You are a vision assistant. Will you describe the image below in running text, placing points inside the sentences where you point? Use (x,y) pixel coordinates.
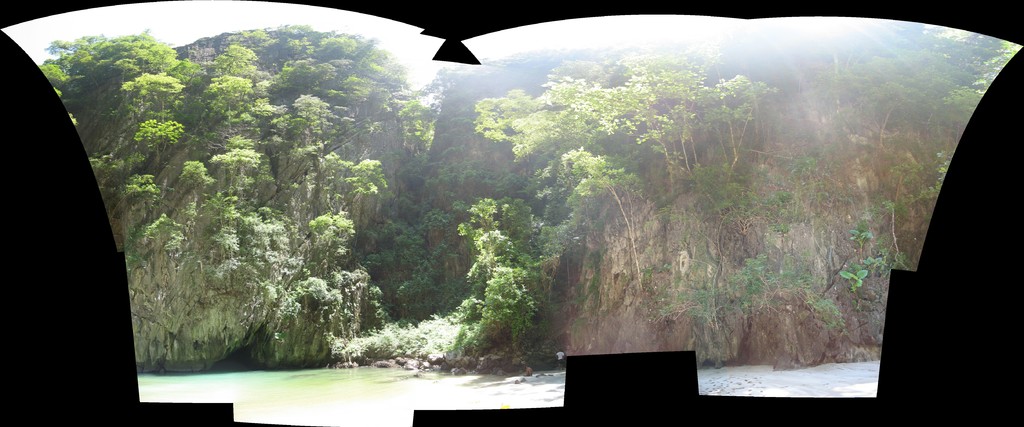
In this image in the center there is water (378,396) and in the background (501,207) there are trees (424,211). In the front (27,205) there is a black sheet (1020,265) which is visible.
